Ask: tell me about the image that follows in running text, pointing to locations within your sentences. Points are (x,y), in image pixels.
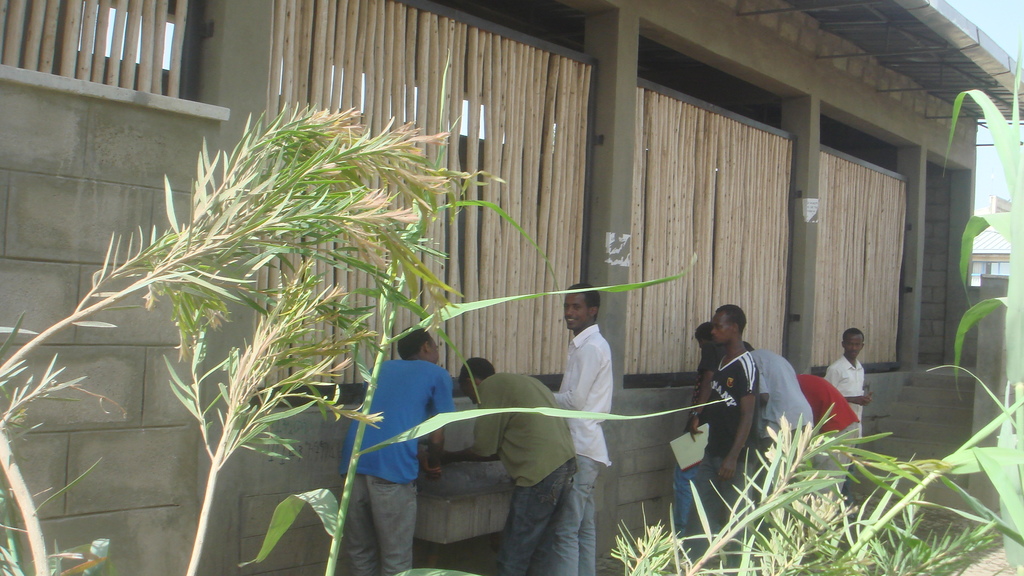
In this image I see the building (31,276) and I see number of wooden sticks (686,181) and I see few people (581,360) over here and I see the plants (827,498).
